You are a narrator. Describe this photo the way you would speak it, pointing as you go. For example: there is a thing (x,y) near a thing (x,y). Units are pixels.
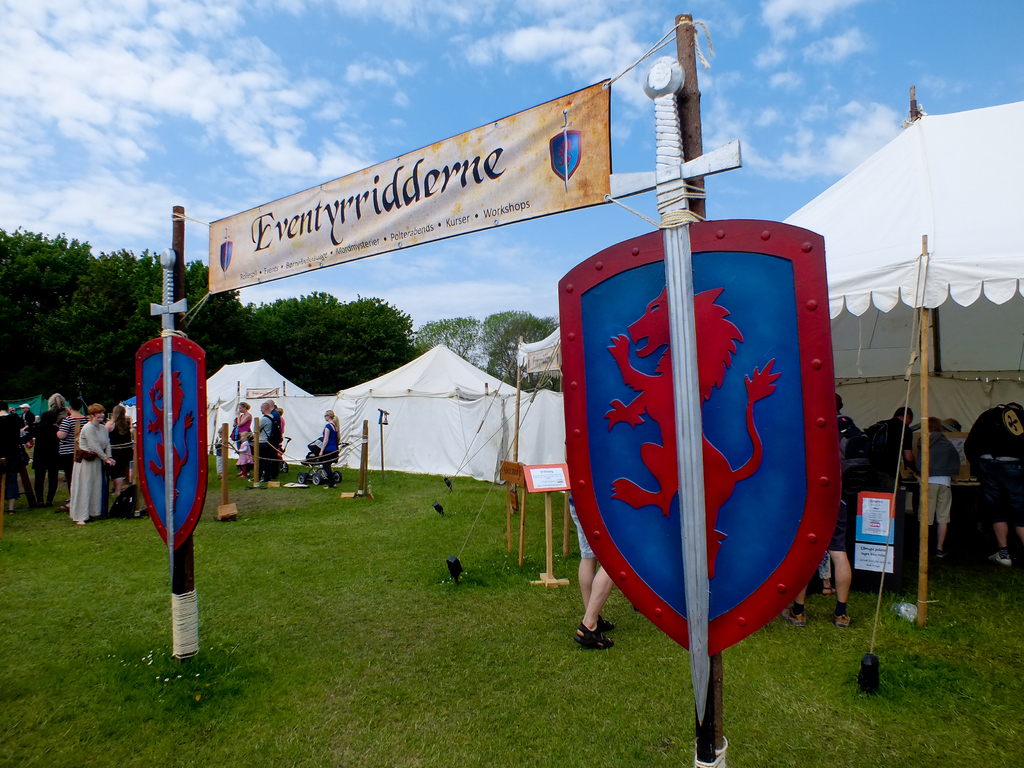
In this picture we can see a group of people (70,453) on the grass (267,692), banner (250,273), shields (569,443), swords (685,367), poles (180,320), tents (547,337), ropes (888,535), trees (276,322), stand (551,541), stroller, some objects (563,485) and in the background (247,84) we can see the sky (557,84) with clouds (174,92).
